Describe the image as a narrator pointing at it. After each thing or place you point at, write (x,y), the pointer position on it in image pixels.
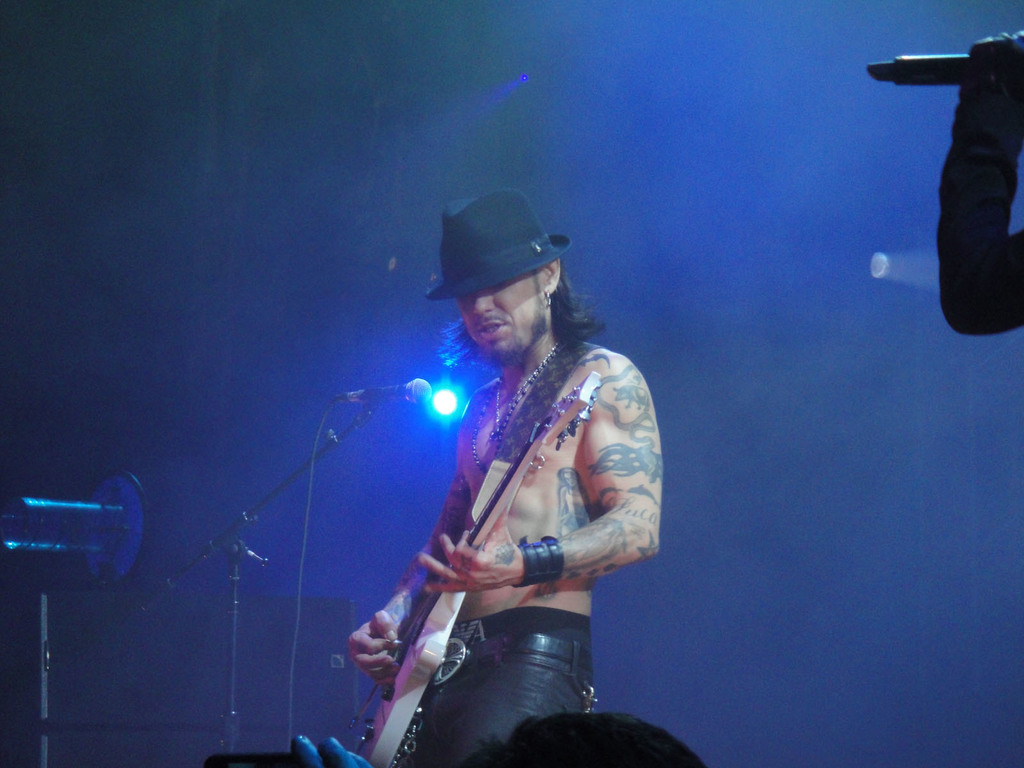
This is a picture where a man (381,659) is standing and playing a guitar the background there is a microphone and another person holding a microphone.
